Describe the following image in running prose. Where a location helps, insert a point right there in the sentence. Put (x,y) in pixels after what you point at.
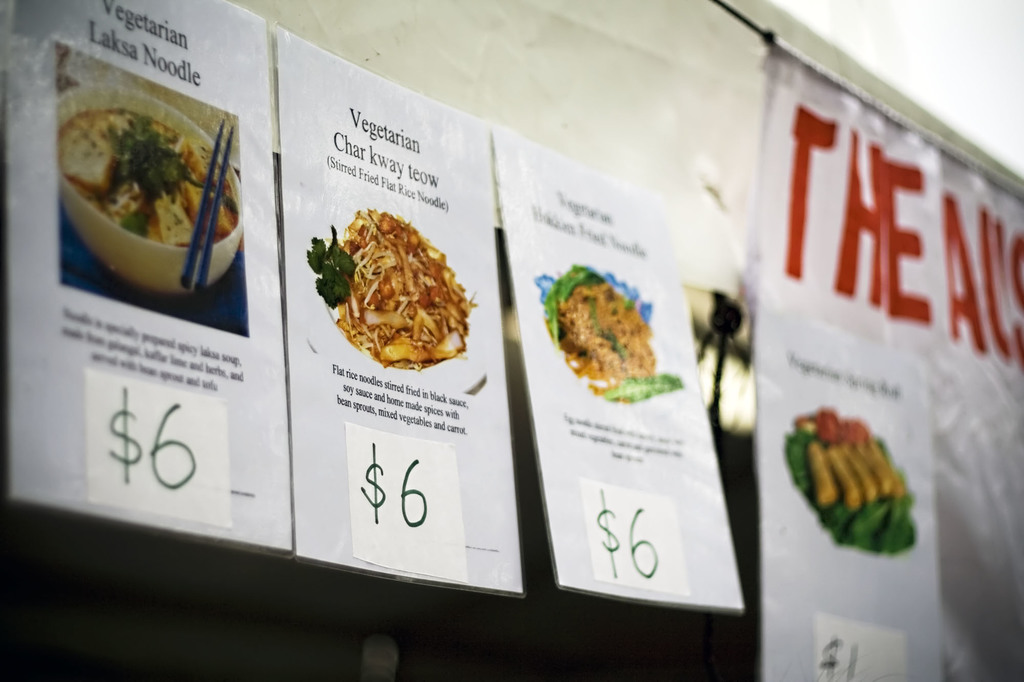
In this picture we can see food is printed on the paper (604,487) and hanging on the top (429,195). Beside there is a white banner (1018,278).
